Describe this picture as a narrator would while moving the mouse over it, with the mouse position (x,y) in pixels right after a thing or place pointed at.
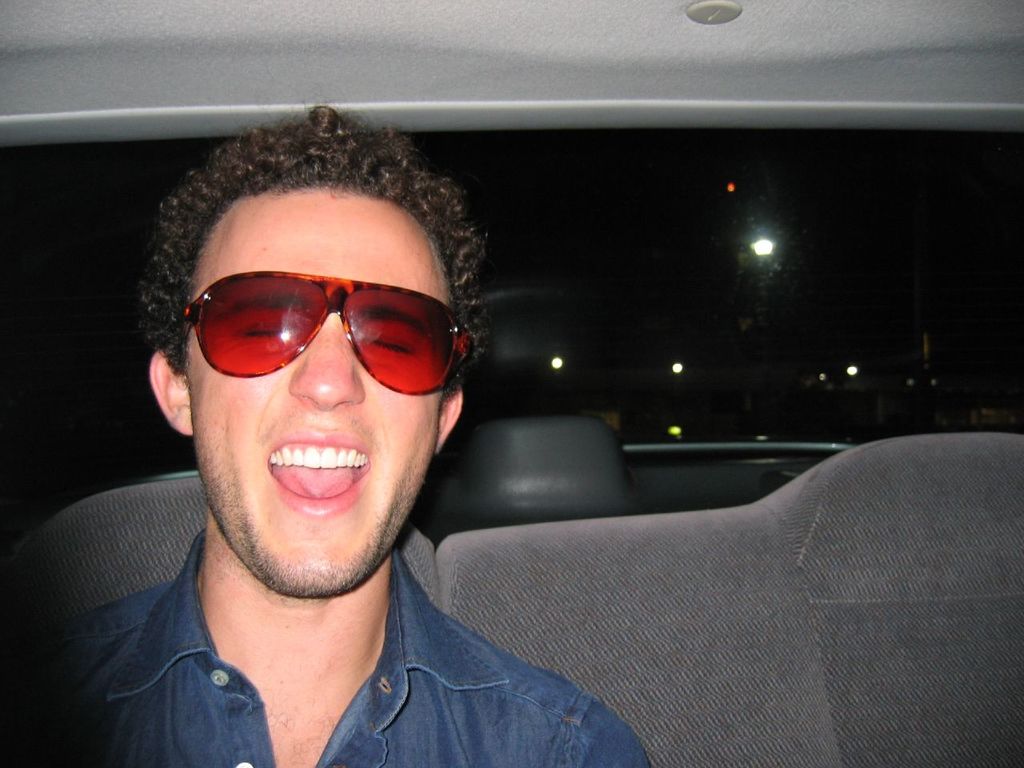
This picture is an inside view of a vehicle (580,309). On the left side of the image (283,564) we can see a man (234,713) is sitting and wearing a shirt (355,725), goggles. In the background of the image (600,377) we can see the seats (592,560), window (663,383) and roof (752,111). Through the window (679,345) we can see the lights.
